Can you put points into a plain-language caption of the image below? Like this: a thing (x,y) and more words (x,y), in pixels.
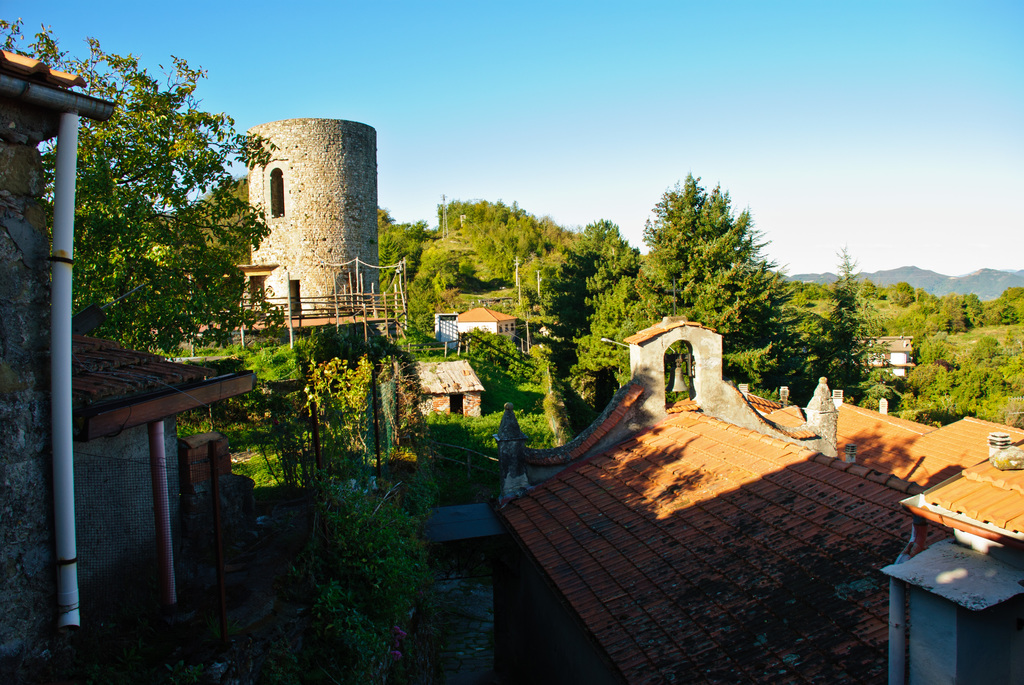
In this image I can see few buildings (497,439), windows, net fencing (151,491), trees (144,287), railing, mountains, bell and the sky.
